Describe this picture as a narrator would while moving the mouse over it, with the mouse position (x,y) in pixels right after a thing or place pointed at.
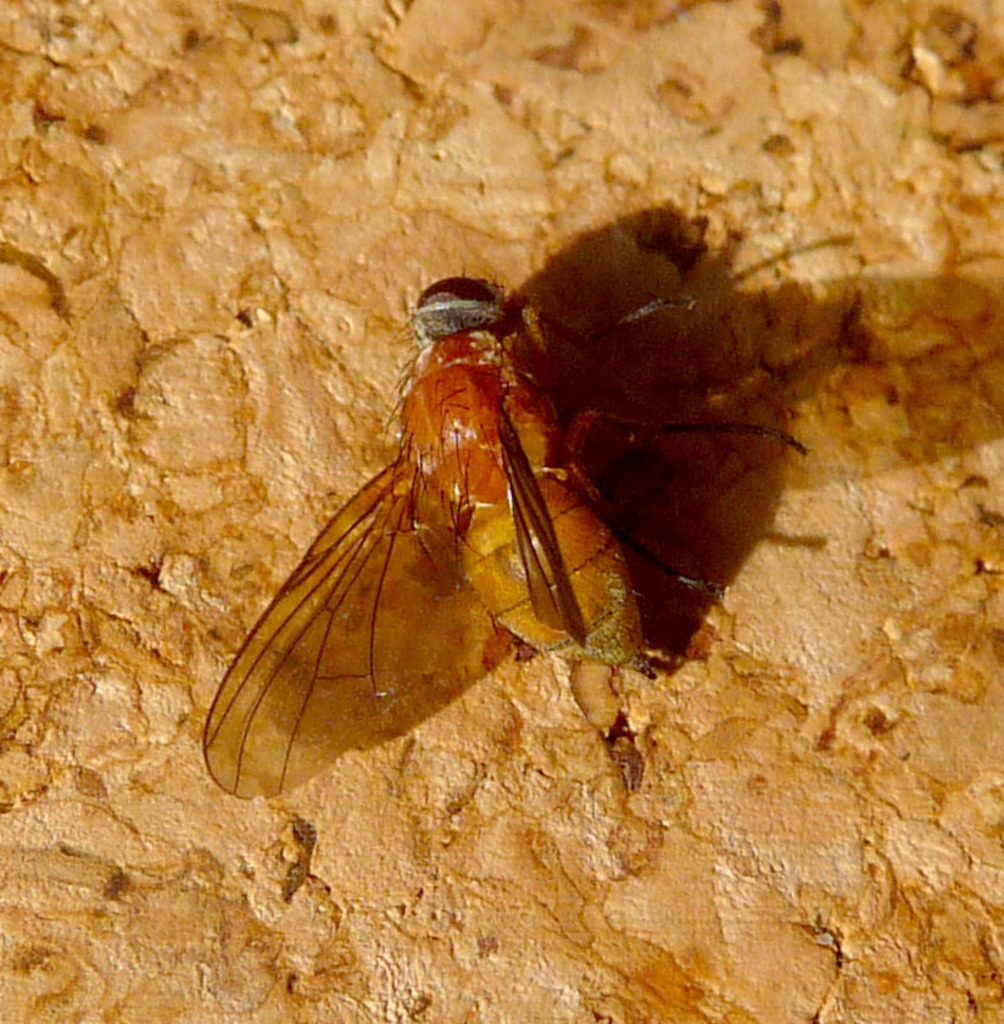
In this image we can see a fly (555,555) on the brown color surface (259,390).
